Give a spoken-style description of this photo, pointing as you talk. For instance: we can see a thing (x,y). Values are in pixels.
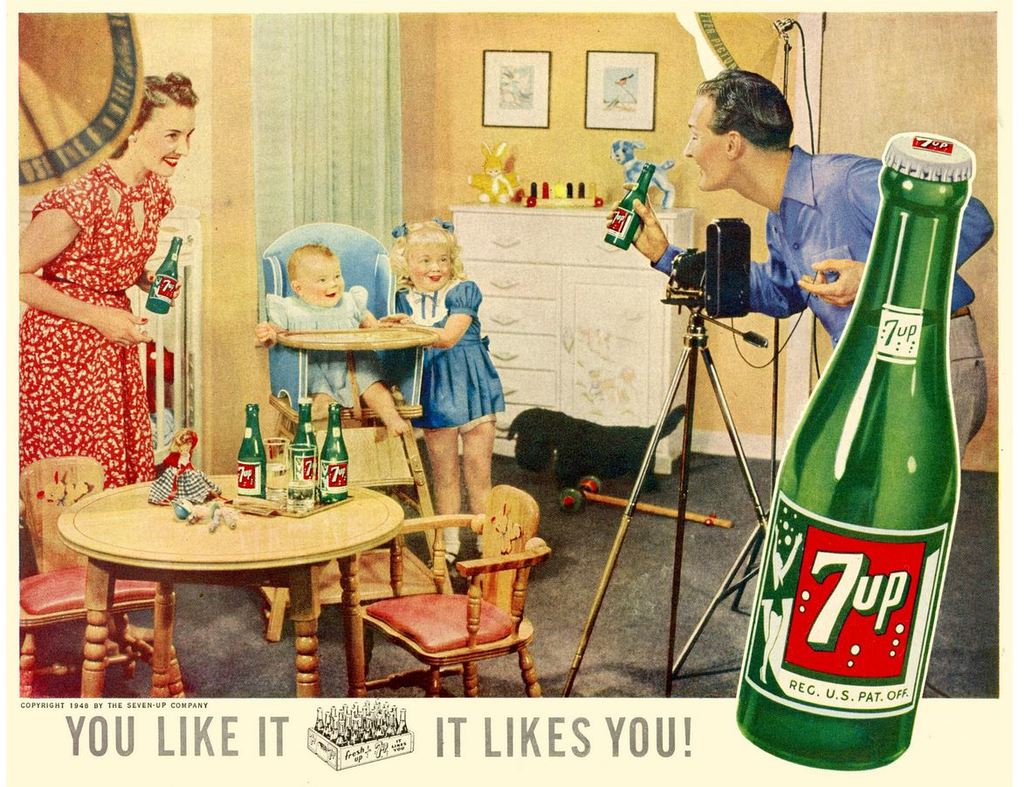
In this picture we can see man (785,279) holding bottle (629,226) in his hand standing in front of the camera and in front of him we can see a girl (444,242) and child (337,259) sitting on chair (367,278) and woman (141,217) holding bottle (156,282) and smiling and in front of them there is table (181,561) and on table (101,522) we can see bottles (238,477), toys (168,488) and in background (322,145) we can see curtains (344,100), wall (558,92) with frames (543,86), racks (548,239) and this is a poster (369,436).
